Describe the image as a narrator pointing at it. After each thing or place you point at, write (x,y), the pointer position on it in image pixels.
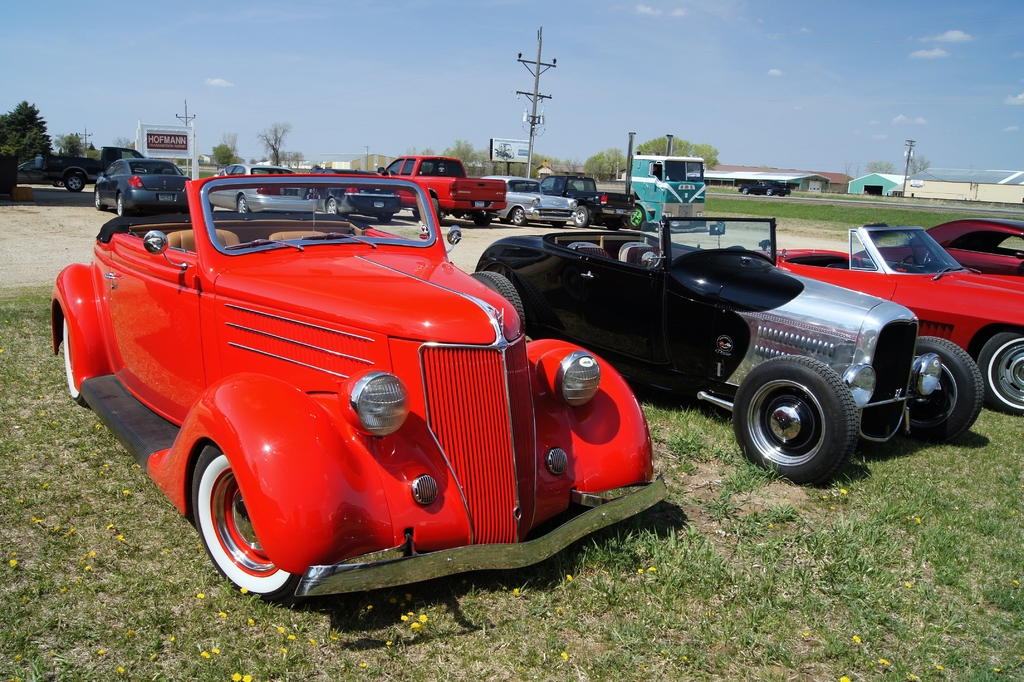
In this image I can see few vehicles (629,469) on the grass (642,658). I can see the yellow color flowers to the grass (800,622). In the background (389,197) I can see few more vehicles (236,166), poles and boards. I can see many trees (287,139), houses (732,172), clouds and the sky (559,69) in the back (490,88).
